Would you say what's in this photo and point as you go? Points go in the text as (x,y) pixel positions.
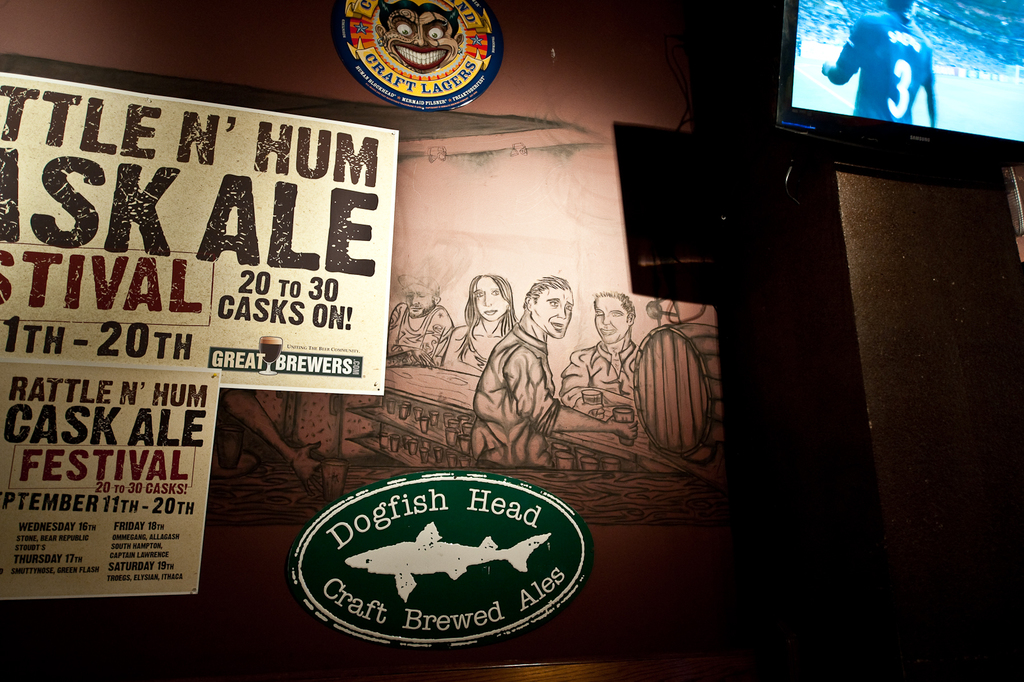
Here in this picture on the right top side (836,164) we can see a television (818,89) present on the wall (780,161) and beside that on the wall (795,249) we can see some posters (309,316) and sketches (215,449) pasted on the wall (376,106).
